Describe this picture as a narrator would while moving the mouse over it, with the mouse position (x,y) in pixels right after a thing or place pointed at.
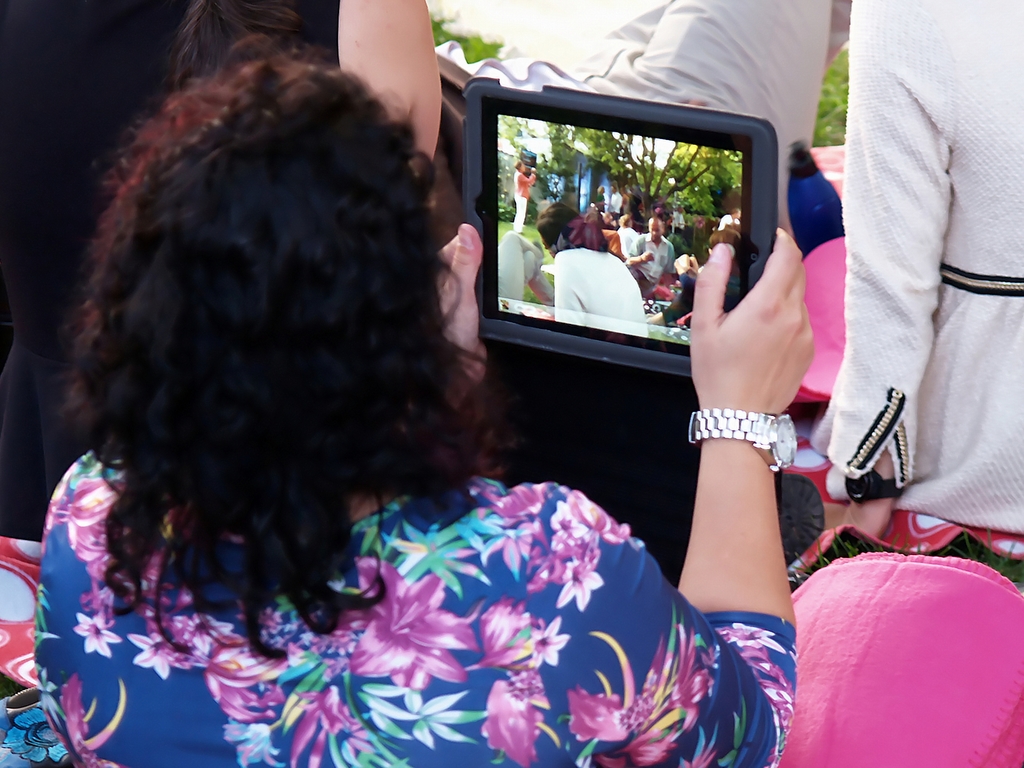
In this picture I can see a woman (367,423) is holding an object (581,269) in the hand (766,400). The woman (491,515) is wearing watch (752,439) in the hand (703,454). From the screen (636,192) I can see people (585,256) and trees (692,173).
